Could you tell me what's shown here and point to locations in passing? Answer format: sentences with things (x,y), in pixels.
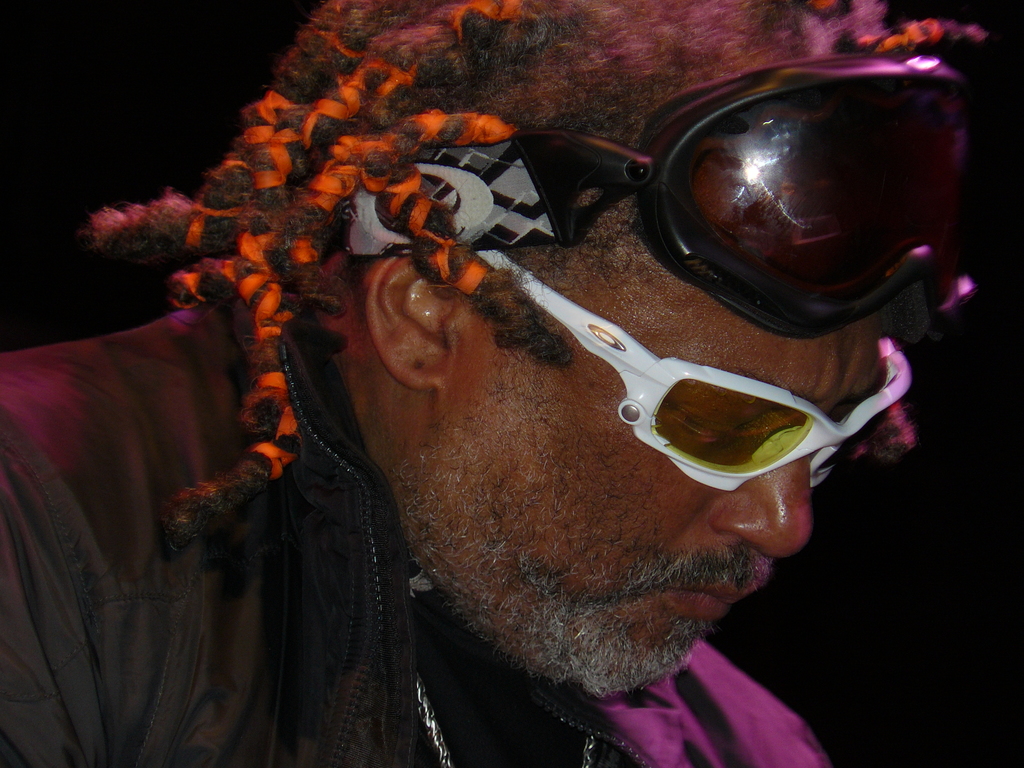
In this image I can see a man (302,331) in the front (479,490) and I can see he is wearing a black colour jacket (361,609). I can also see a goggles (917,68) on his head (716,323) and I can see he is wearing a white colour shades (657,394).
